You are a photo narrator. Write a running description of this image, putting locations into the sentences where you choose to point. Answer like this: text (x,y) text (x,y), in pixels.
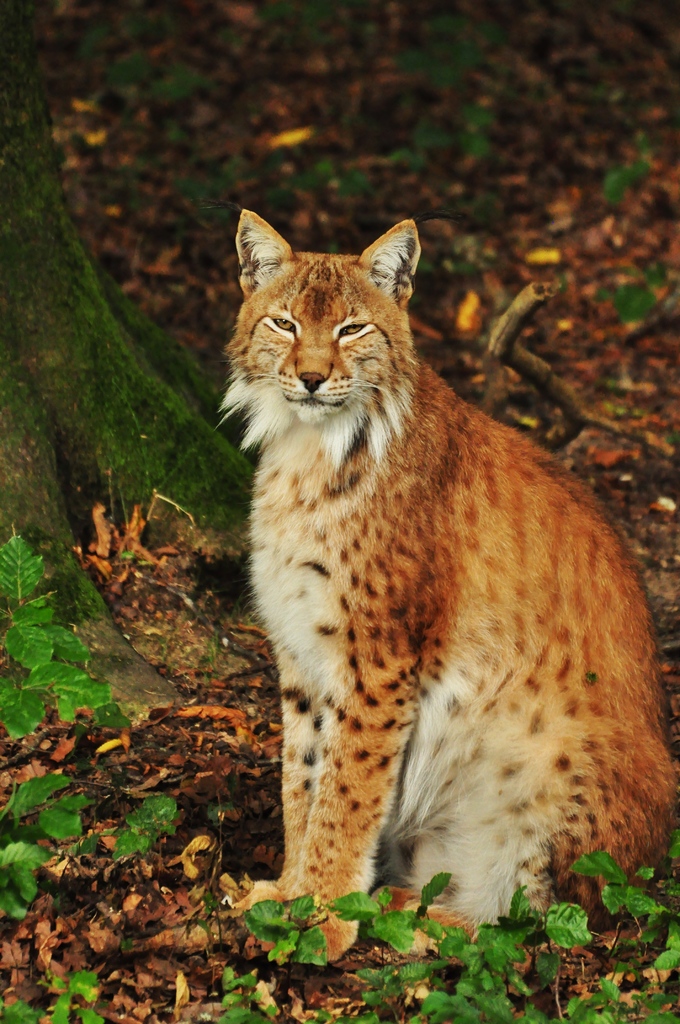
In this image we can see a bobcat (329,672). Left side of the image (68,390) tree (68,425) is there. Bottom of the image (271,904) leaves (570,932) are there.
